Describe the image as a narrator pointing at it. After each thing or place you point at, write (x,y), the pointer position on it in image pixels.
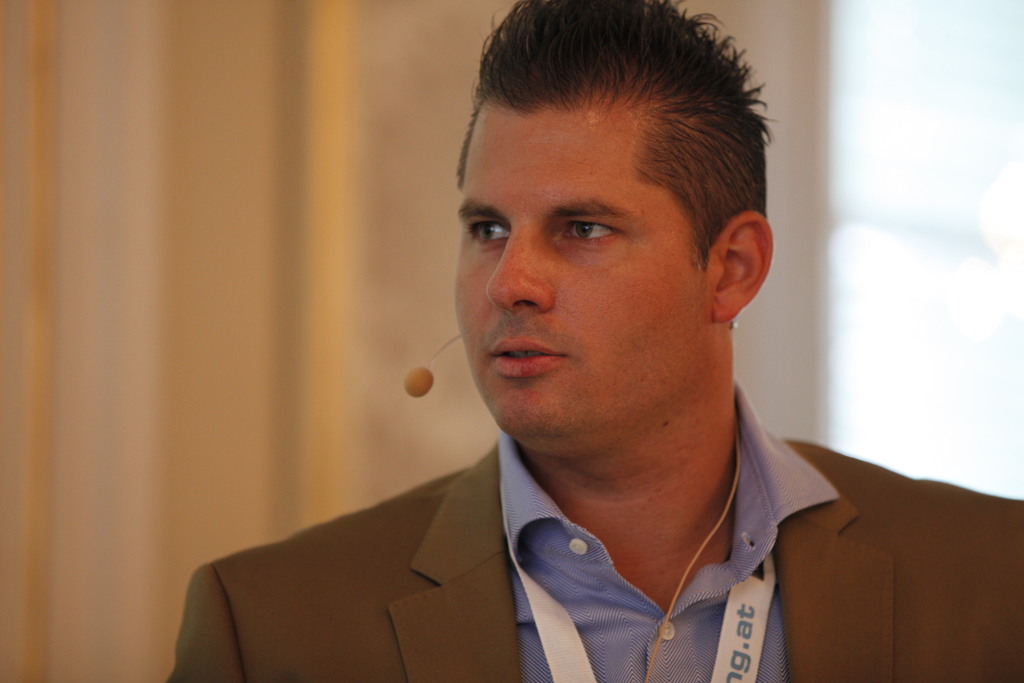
In this picture I can see there is a man (952,487) standing and he is wearing a blazer (922,563), ID card (745,587), shirt (810,491) and he is looking at left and he is wearing a microphone (424,387). The backdrop (29,597) is blurred.
